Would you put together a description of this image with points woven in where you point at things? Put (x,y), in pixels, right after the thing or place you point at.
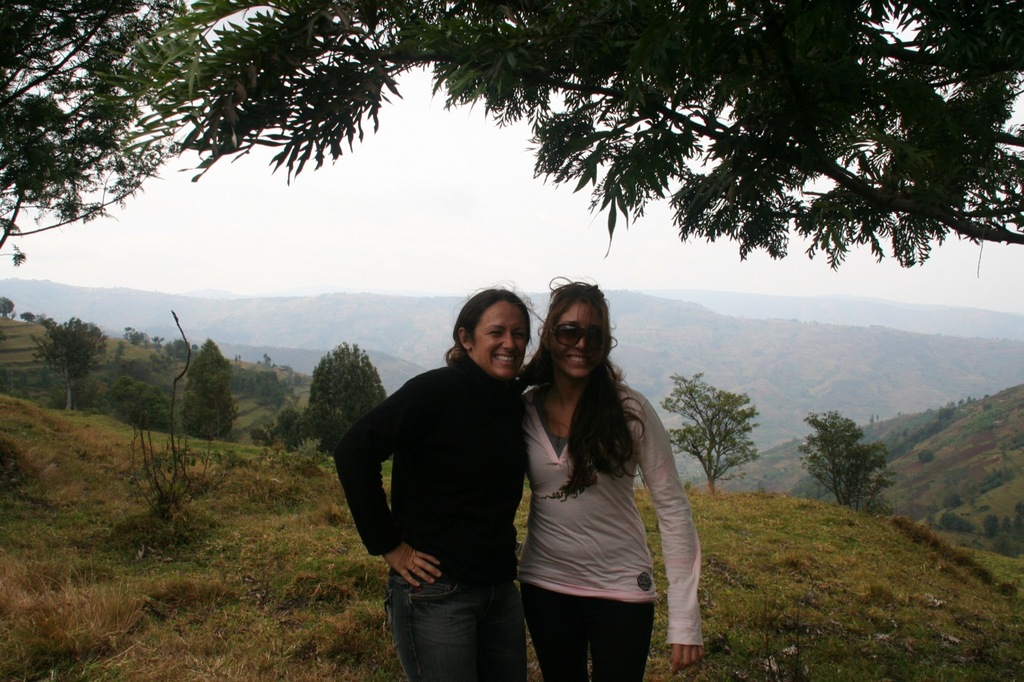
In this image there is a woman (628,466) wearing goggles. She is standing beside the woman (473,526). They are standing on the grassland (214,543) having plants (240,432) and trees (221,427). Background there are hills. There is sky (345,209). Top of the image (962,161) there are branches (629,84) having leaves (440,55).
